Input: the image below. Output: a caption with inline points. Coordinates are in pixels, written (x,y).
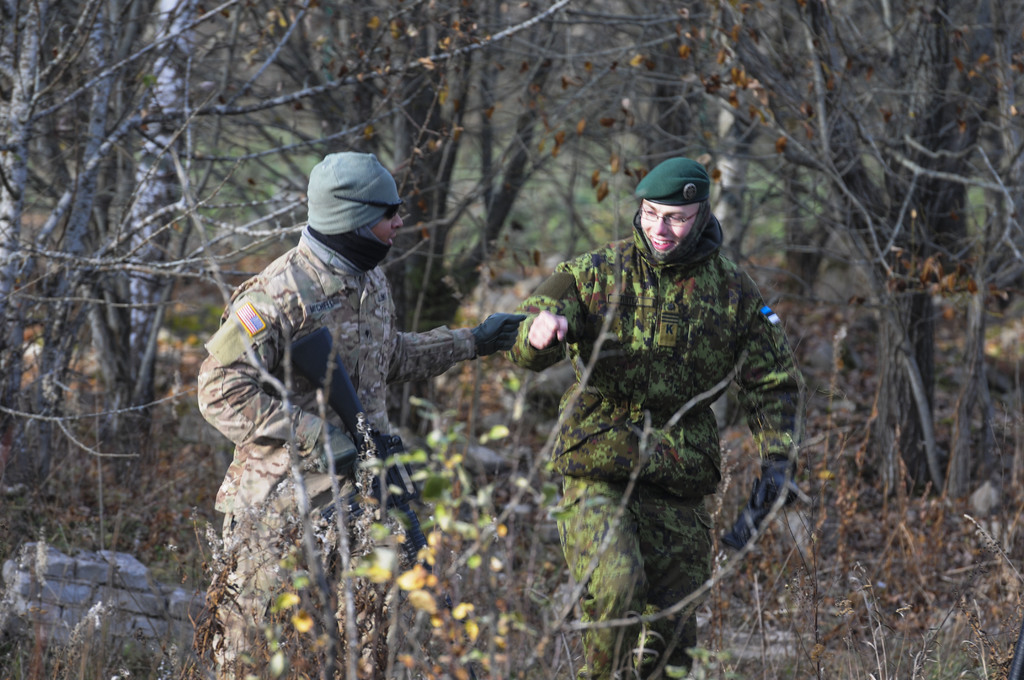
In this image in front (575,431) there are two persons (282,482) one holding a gun (400,452). In the background (879,3) there are trees (196,224).
